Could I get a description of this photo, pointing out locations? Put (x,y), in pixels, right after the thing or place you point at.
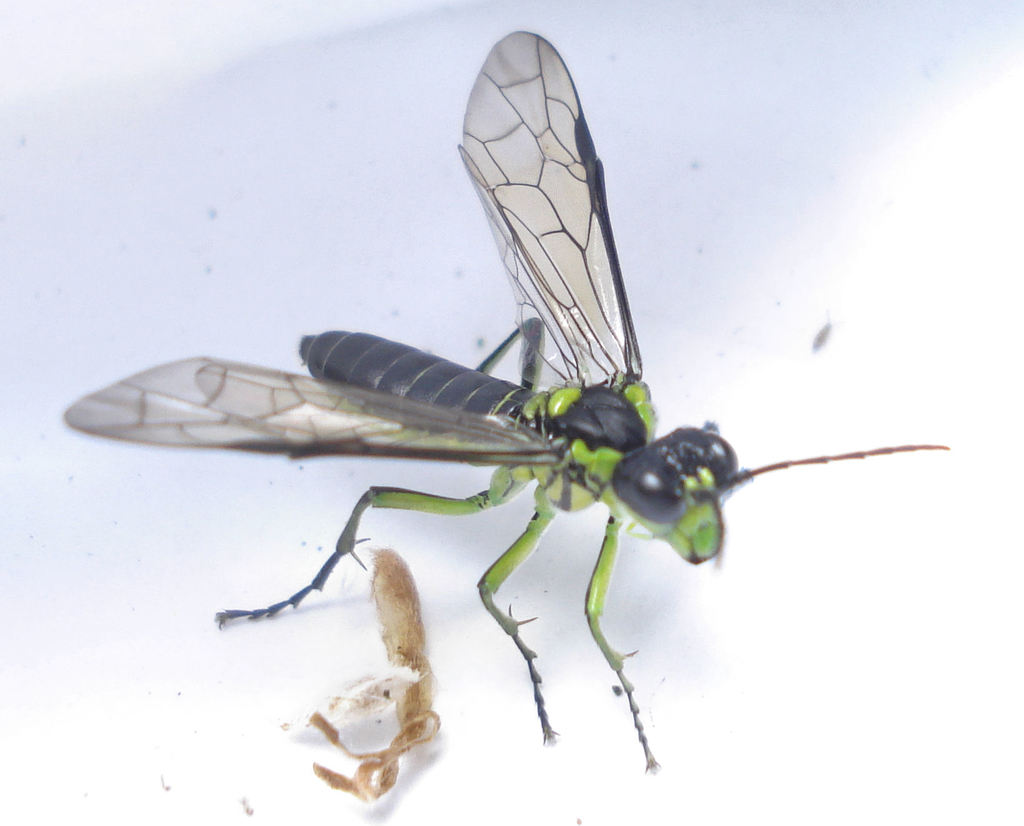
In this picture I can see there is a insect (549,507) and it has wings (213,407), body (593,461), head (662,473) and legs (589,595). There is a white surface (473,697).
